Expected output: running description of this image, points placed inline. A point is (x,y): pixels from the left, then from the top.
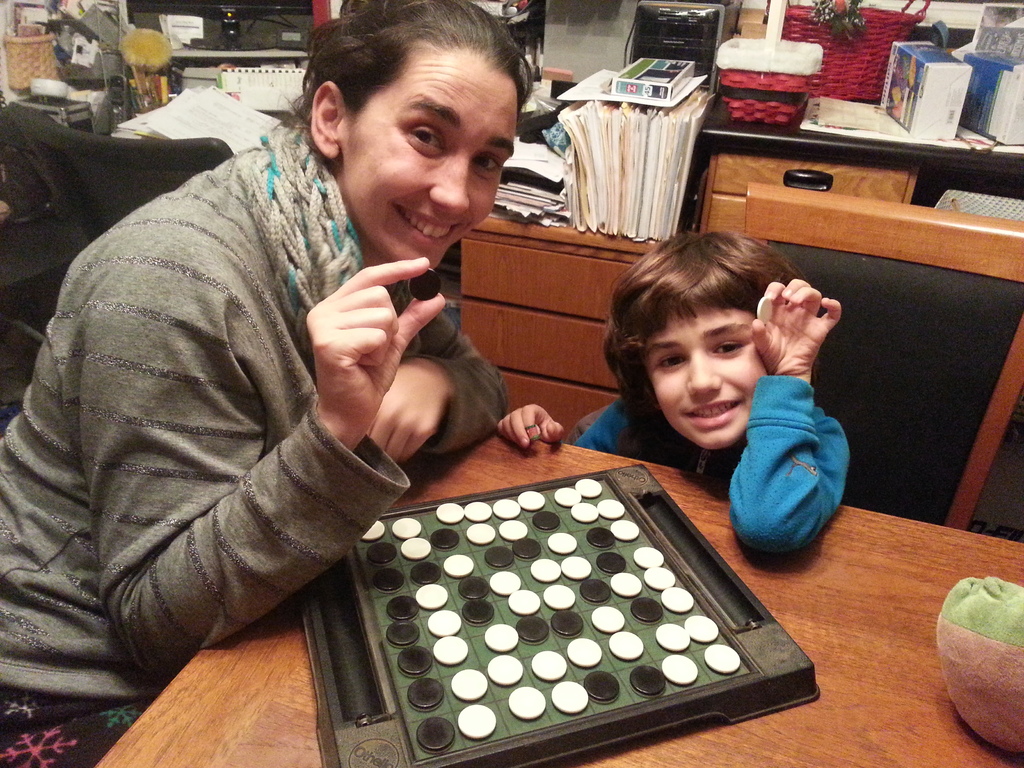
There is one person (237,441) sitting on the left side of this image (289,369) is holding a coin (417,286). There is a kid (737,367) sitting on the right side (733,382) is wearing a blue color jacket (779,457). There is a table (844,686) at the bottom of this image (843,647). There is some object (715,608) with coins (661,629) kept on to this table (870,661). There are some books (573,121) and some objects (736,93) are kept as we can see in the background (612,114).
